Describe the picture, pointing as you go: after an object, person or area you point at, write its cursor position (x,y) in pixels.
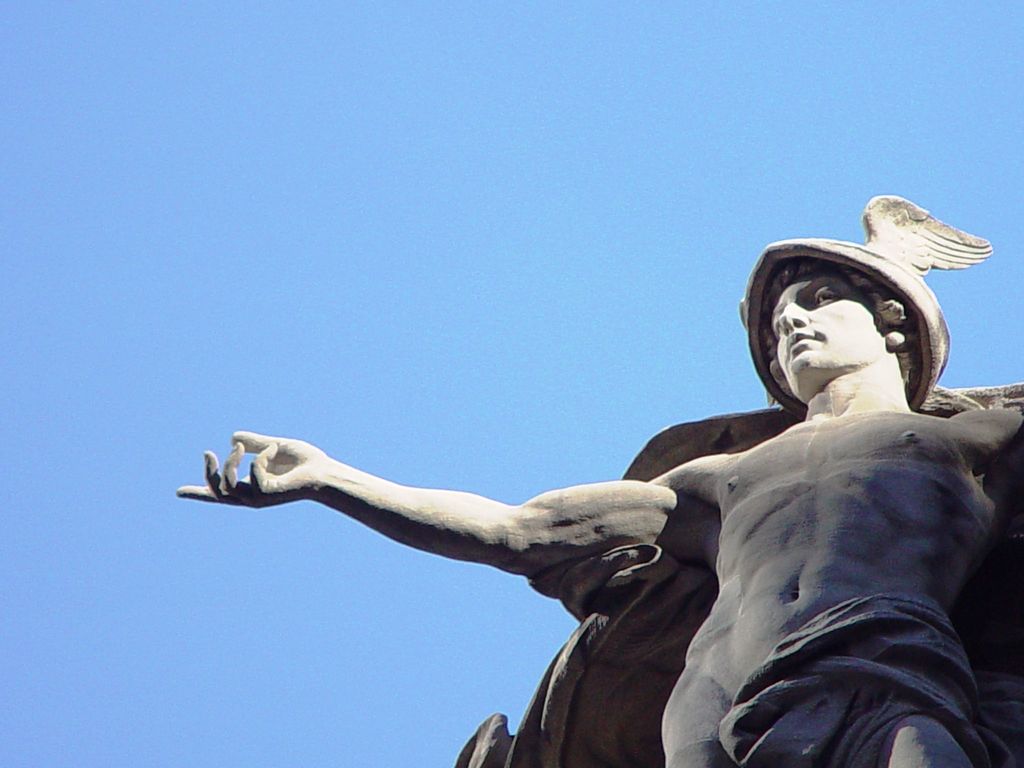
In this picture there is a statue (837,346) of a person (848,695). At the top (386,180) there is sky (410,149).
